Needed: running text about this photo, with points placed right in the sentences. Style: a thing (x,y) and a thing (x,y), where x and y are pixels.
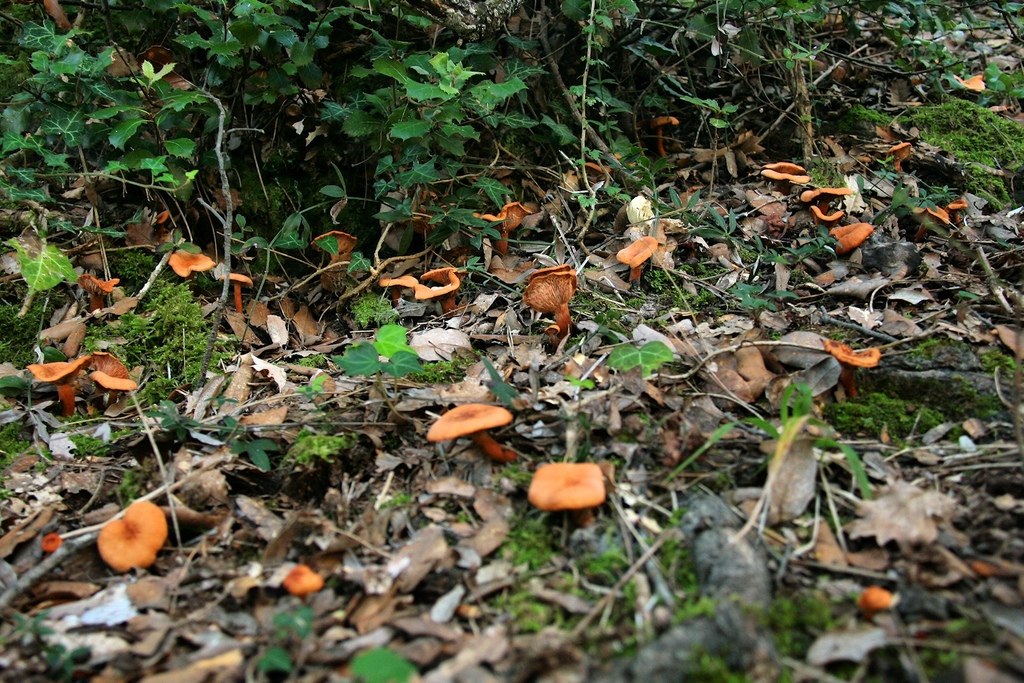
In this image I can see dried leaves (480,327), grass (176,319), mushrooms (587,471) and plants (530,49).
